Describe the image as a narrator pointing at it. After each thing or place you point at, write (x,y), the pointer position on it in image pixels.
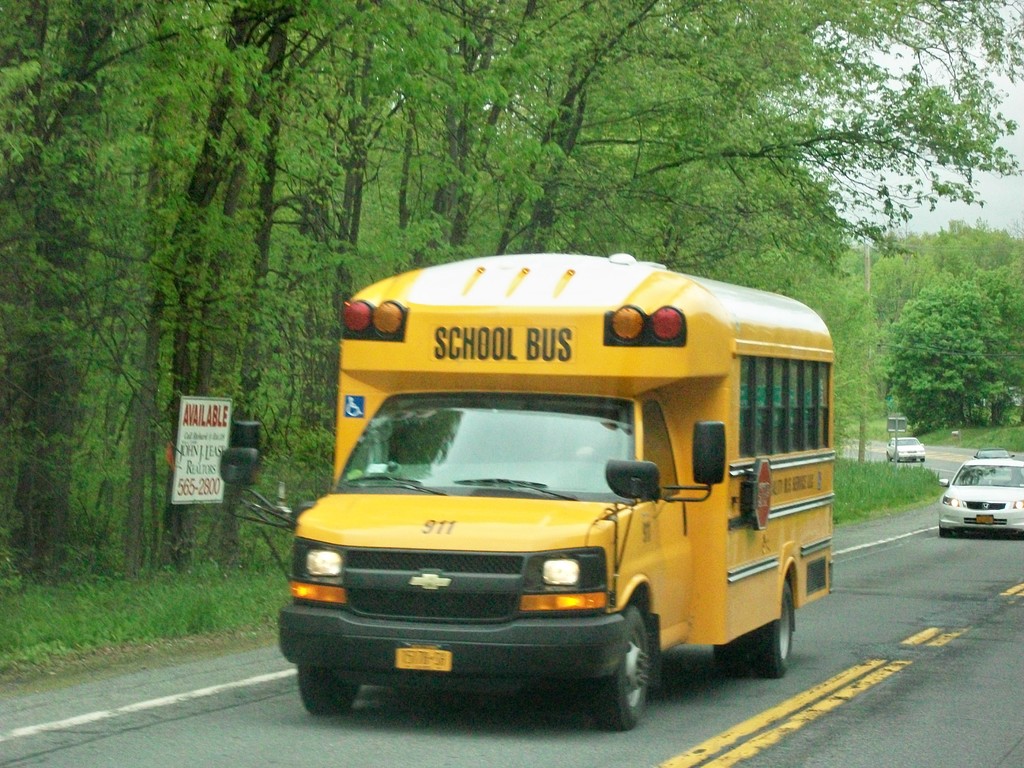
In this image I can see many vehicles (757,643) on the road (892,641). On both sides of the road (822,662) I can see many trees (148,513). To the left (181,496) I can see the board (203,409). In the background (843,113) I can see the sky (829,104).
